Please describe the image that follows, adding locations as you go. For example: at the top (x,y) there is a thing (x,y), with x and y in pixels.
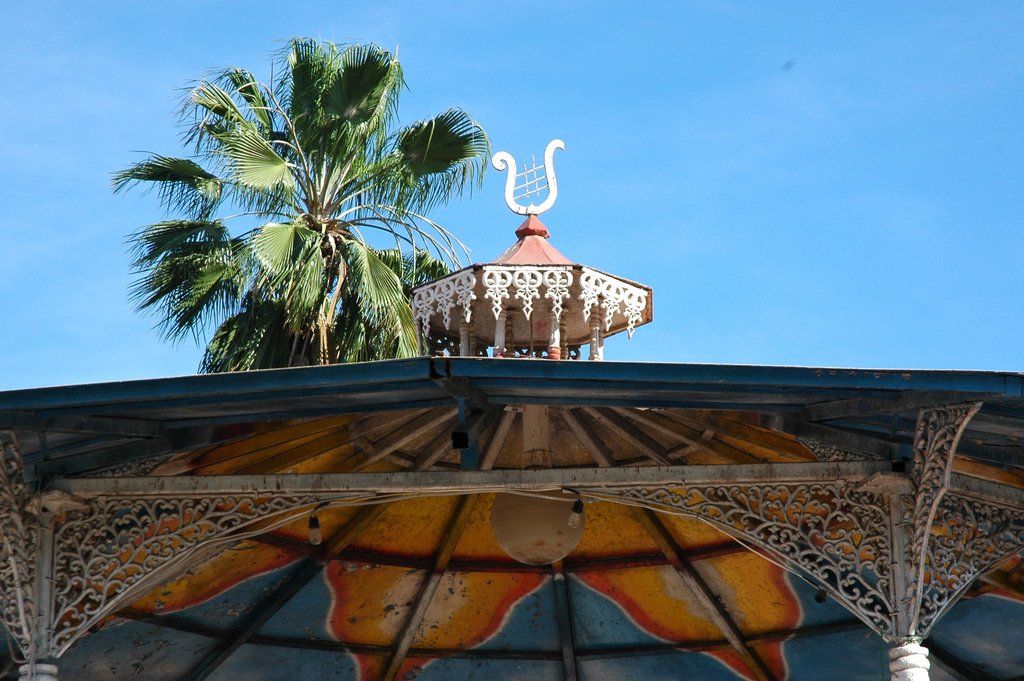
In this image we can see some lights (531,527) and some poles (901,626) on the roof (729,559). In the background (314,337), we can see a tree (365,317) and the sky (720,188).
